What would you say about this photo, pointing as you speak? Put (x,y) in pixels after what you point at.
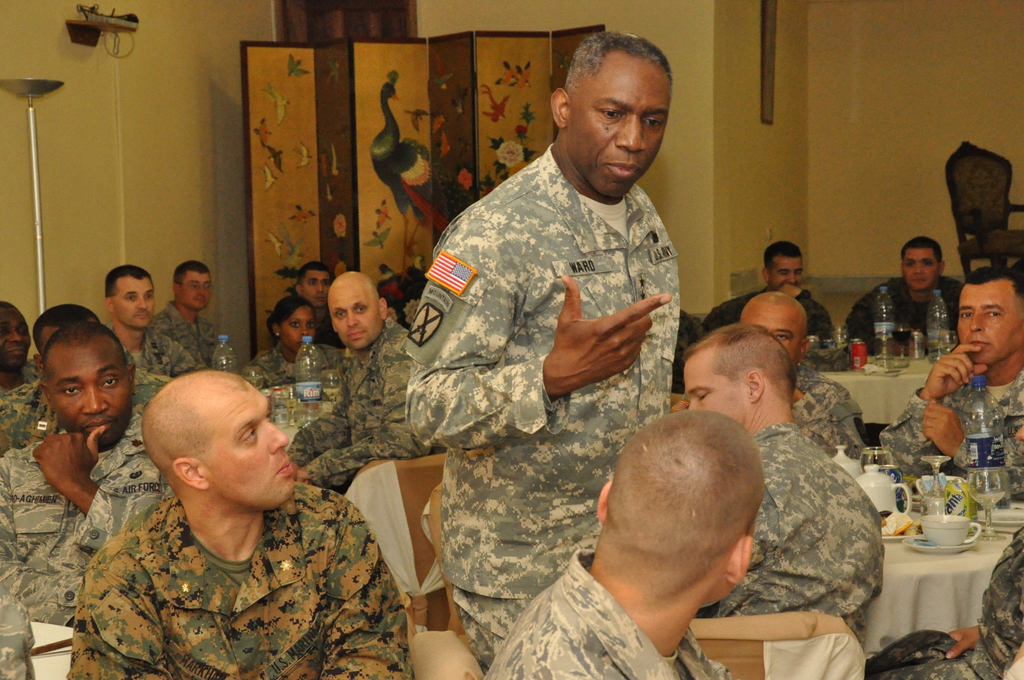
In this image there are people (341,460) with uniform (334,564) sitting on the chairs (776,624) in front of the table (922,569). In the background (732,129) there is a plain wall (748,121) and there is also a frame (769,77) attached to the wall (758,92). There is a painted birds (386,163) on the wooden object (431,93). Image also consists of cups (968,523) and saucers (967,546), bottles (989,450), tins (964,515).
